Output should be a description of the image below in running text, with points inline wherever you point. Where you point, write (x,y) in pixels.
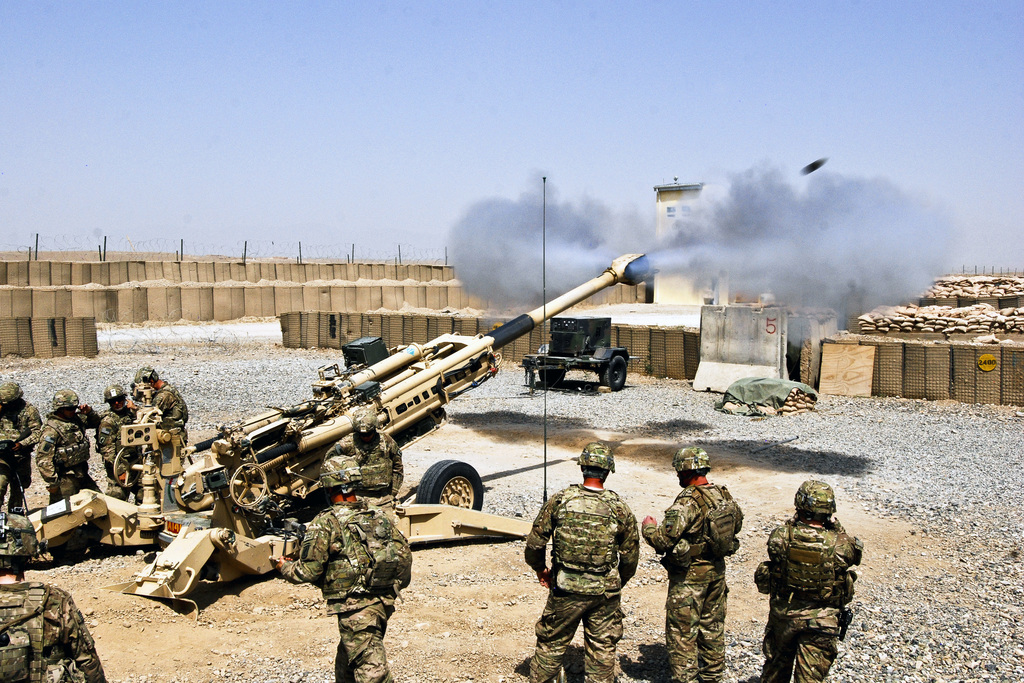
In this image there are few army people (582,562) standing, in between them there is a cannon (283,410) and there are few objects (678,327) placed on the surface (934,410). In the background (881,83) there is a sky (661,124).
